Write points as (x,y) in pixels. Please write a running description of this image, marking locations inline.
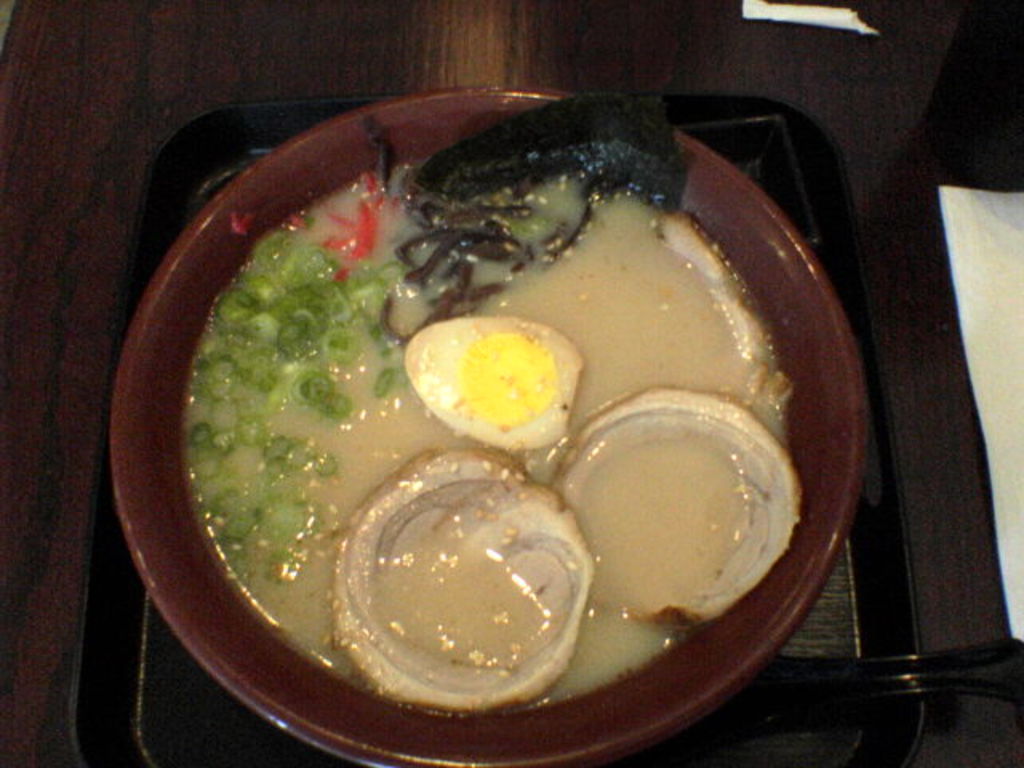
In this picture we can see a table (420,42). On the table (929,449) we can see the papers (950,212), tray (865,608). On the tray (918,724) we can see a bowl (171,303) which contains food (434,390).
